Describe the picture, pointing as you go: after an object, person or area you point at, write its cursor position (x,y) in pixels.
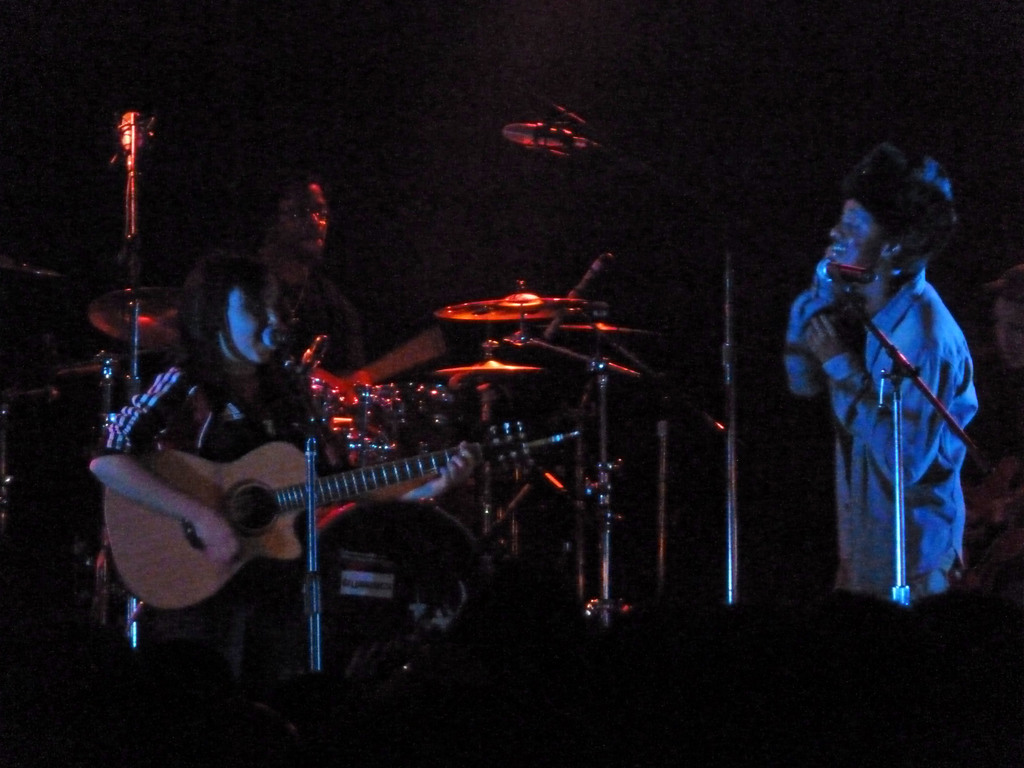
In this image there are four persons (880,263). The person (839,246) standing at the right side of the image (920,329) is singing, the person (259,567) standing at the left side of the image (206,518) is playing guitar (302,501), the person (295,221) is sitting at the back (301,205) is playing drums (443,313) and there are microphones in the front (736,456).
